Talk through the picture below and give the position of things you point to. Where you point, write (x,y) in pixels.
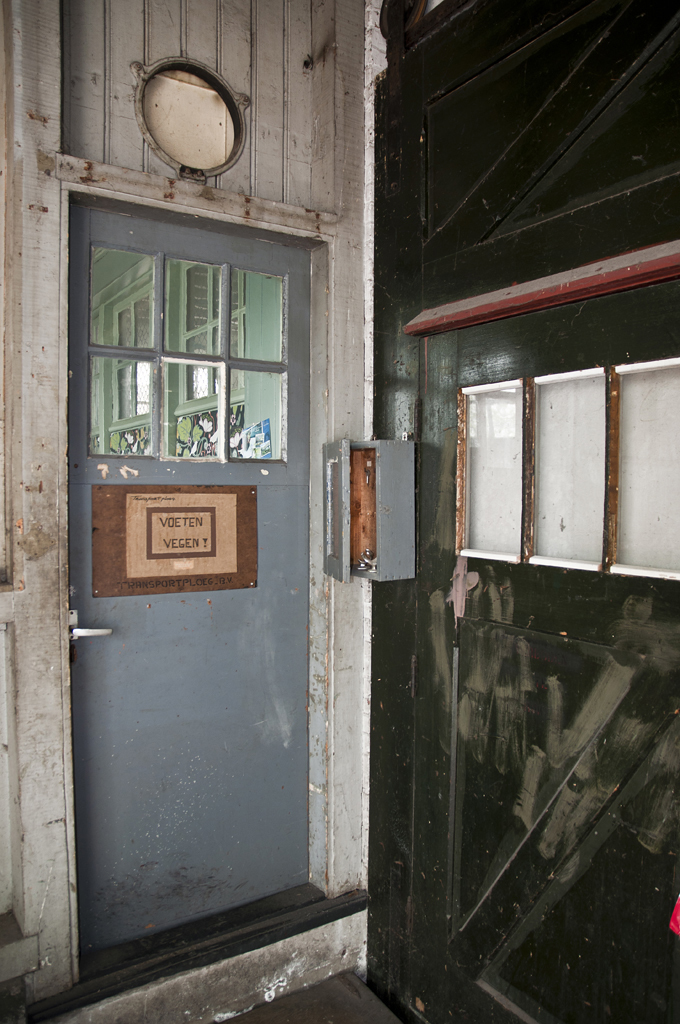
In this image I can see on the left side (162,435) there is a door (151,441) with glass (188,407), in the middle (357,450) there is a box (355,519). On the right side (513,438) it looks like there is white color frame (532,479) with glass (540,476).
